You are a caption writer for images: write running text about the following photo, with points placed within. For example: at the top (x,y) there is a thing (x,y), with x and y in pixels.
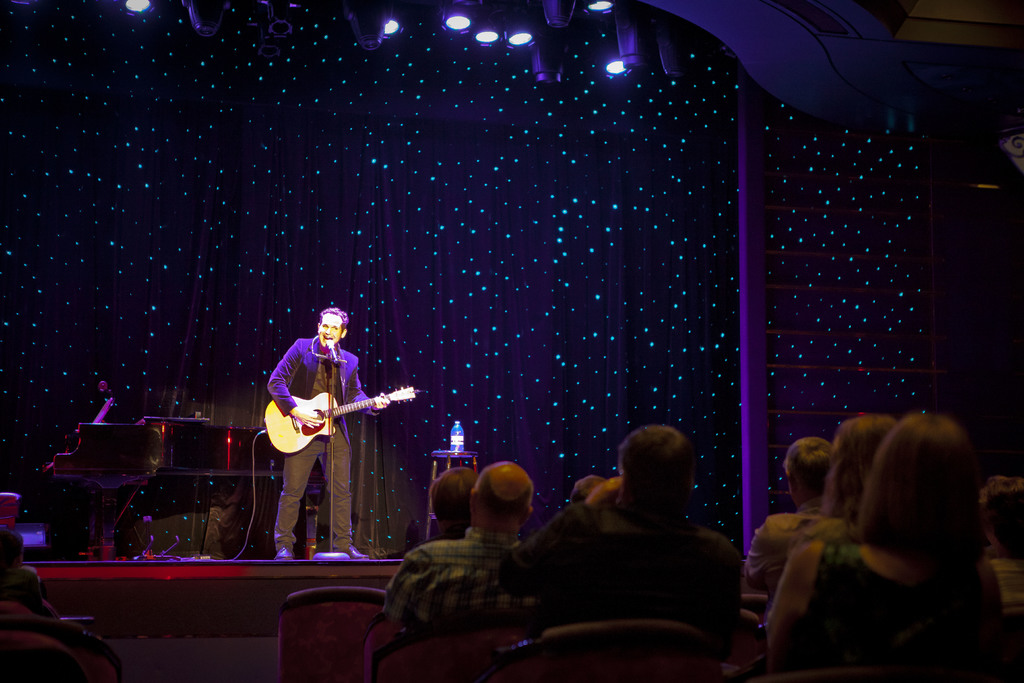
In this image there is a man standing and playing a guitar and singing a song in the microphone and the back ground (445,462) there is piano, chair (449,450), bottle (456,435), group of people (493,482) sitting in chair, lights (605,7).
